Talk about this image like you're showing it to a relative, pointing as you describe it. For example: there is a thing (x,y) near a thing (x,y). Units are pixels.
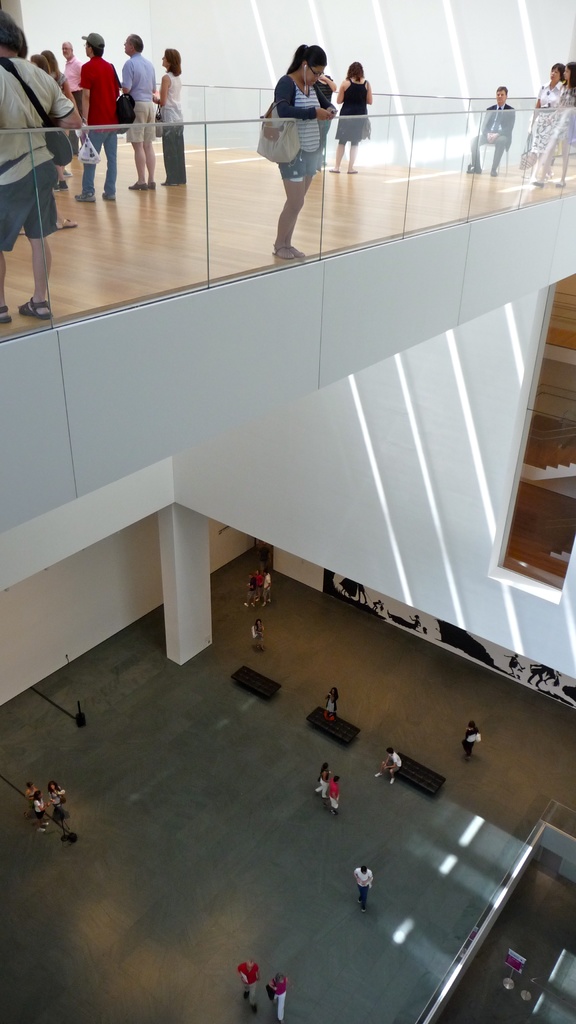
In the picture I can see a few people (288,180) standing on the floor (231,256) and they are at the top of the picture (62,236). I can see the glass wall fencing (348,159). I can see a few people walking on the floor (241,618) and there is a person (391,778) sitting on the bench (400,766).
